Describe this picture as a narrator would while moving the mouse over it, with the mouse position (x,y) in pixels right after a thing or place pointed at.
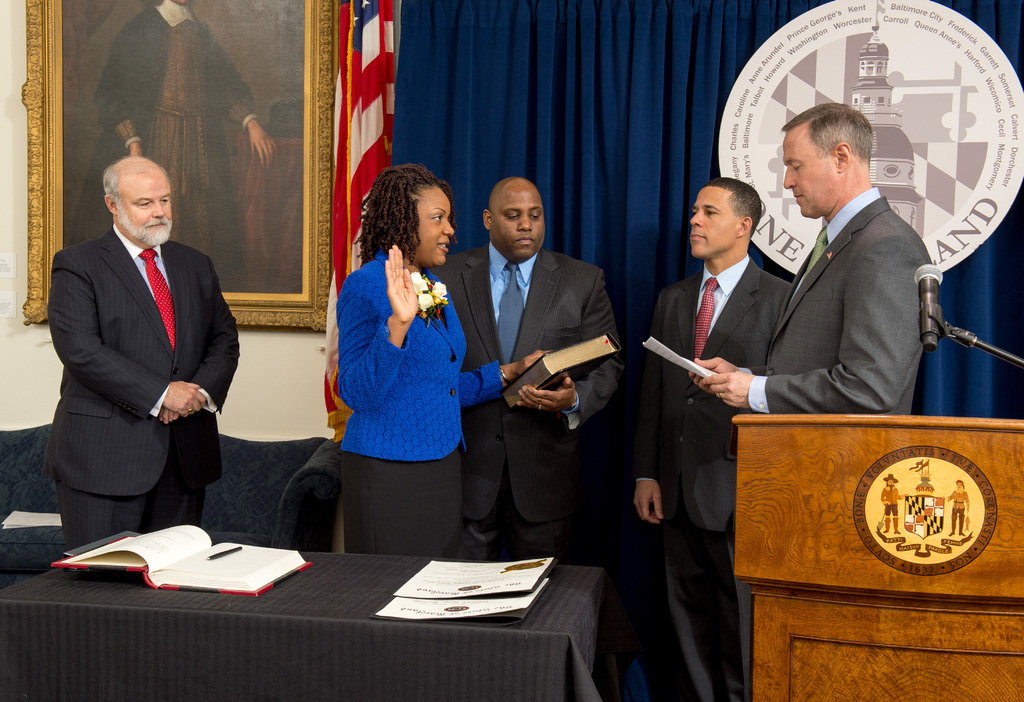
In this image few people (845,329) are standing. The person (849,316) in the right (844,351) is holding a paper (706,378), he is standing beside a podium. In front of him a lady (368,349) wearing blue coat (423,331) is standing. She is touching a book (582,345) which is held by another person (537,245). In front of her there is a table (530,615), on the table (326,585) there is book (115,562), paper (487,601), pen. Behind her a person (154,318) is standing. In the background (237,39) on the wall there is a portrait (265,166), curtain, flag (363,41), logo (936,86), and a sofa (275,480) is there.
